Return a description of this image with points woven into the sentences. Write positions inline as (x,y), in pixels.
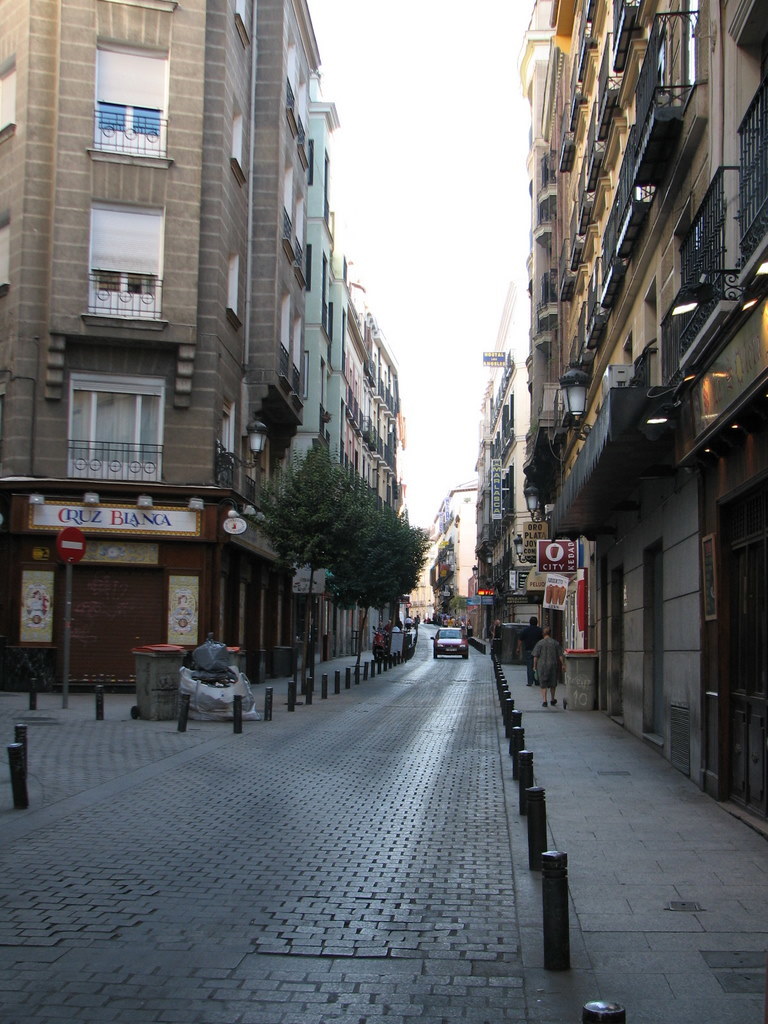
In this image we can see bin (146,711), vehicle (453,629), people (543,658), sign boards (544,586), trees (291,517), boards (534,543), buildings (563,323), rods (669,330) and sky (463,431). Lights (254,446) are attached to the wall (214,439).
